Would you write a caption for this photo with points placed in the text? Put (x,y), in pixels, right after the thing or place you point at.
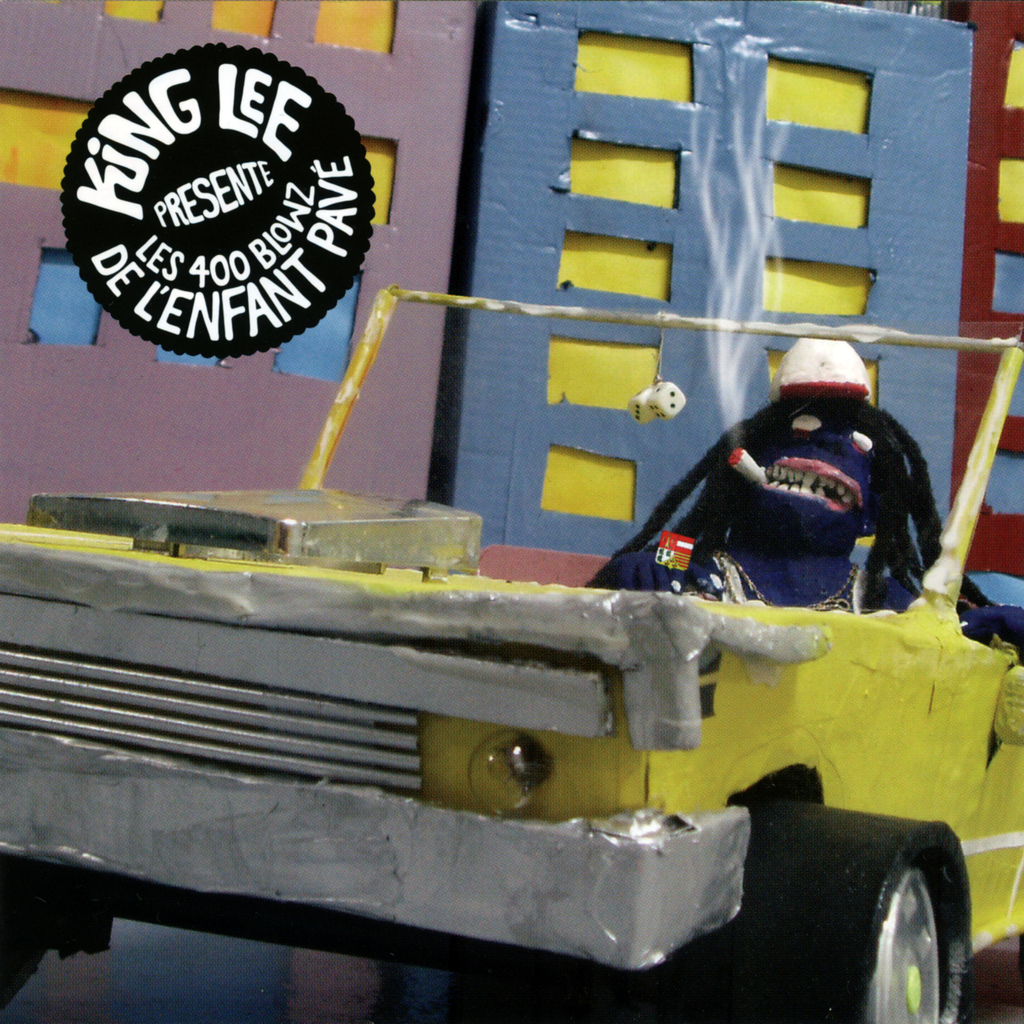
In this image in the foreground (714,685) there is a yellow vehicle (581,711). In the background (640,178) there are buildings (790,202). In the vehicle (483,679) there is a cartoon character (787,515). All these things (763,523) are made up of cardboard (489,652).
